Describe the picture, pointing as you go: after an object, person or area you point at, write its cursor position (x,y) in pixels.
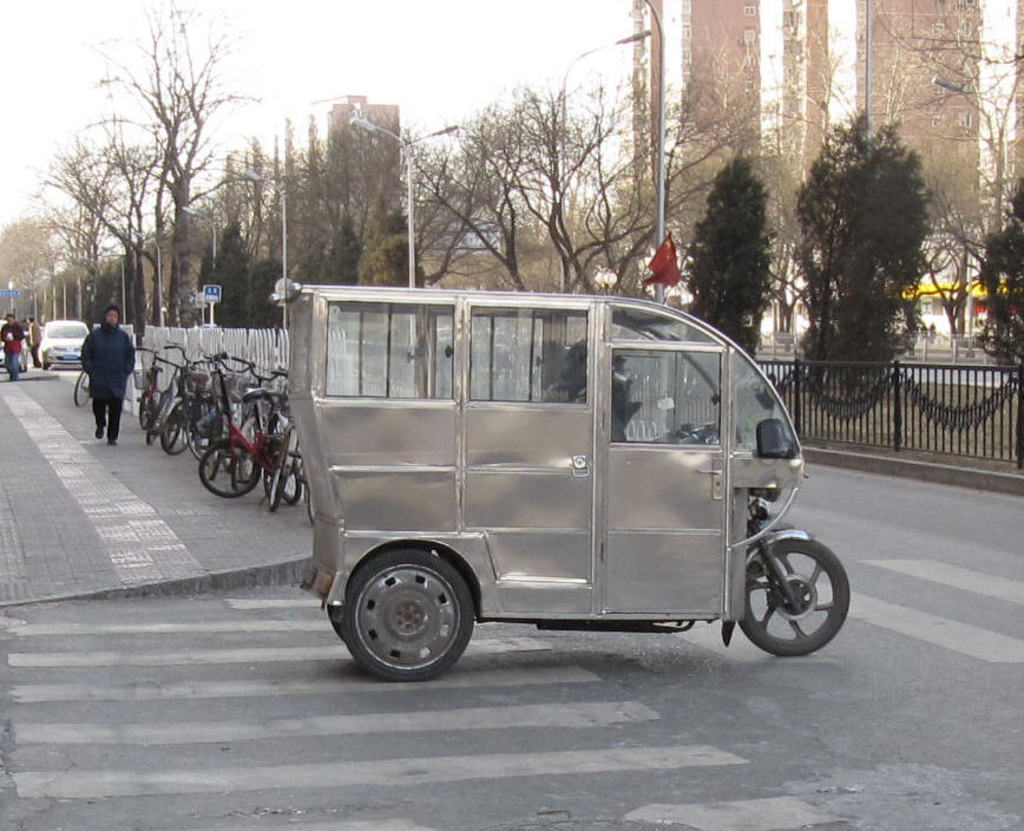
In the foreground of the picture (484,623) there is an auto (475,617) on the road (482,629). In the center of the picture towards left (230,422) there are bicycles (225,448), railing (172,360), trees (87,274), vehicle (64,335) and people (20,334) walking down the footpath (69,375). In the center of the picture (622,278) there are trees (458,181) and buildings (816,137). On the right (862,298) there are trees (1012,341), street light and buildings (825,100). It is sunny.
